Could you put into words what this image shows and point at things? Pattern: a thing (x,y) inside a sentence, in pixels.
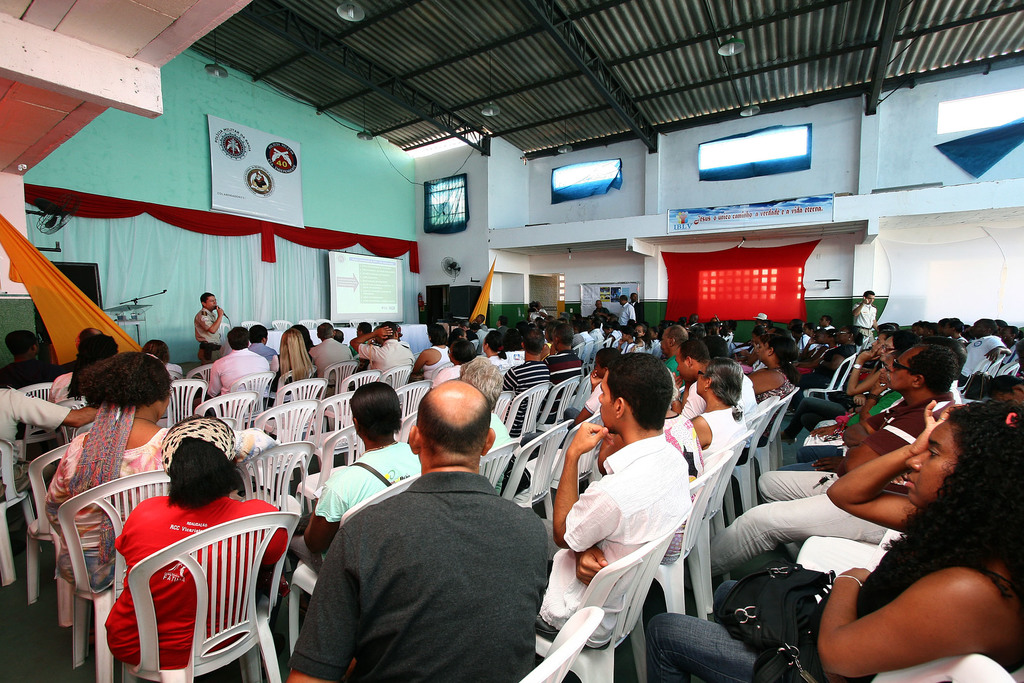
In this picture there are group of people (265,356) there are sitting on the chairs (303,510) there is a stage (156,332), one police man (209,342) is talking in the mic (227,317) on the stage (177,322), there is a door (551,297) at the centre of the image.
